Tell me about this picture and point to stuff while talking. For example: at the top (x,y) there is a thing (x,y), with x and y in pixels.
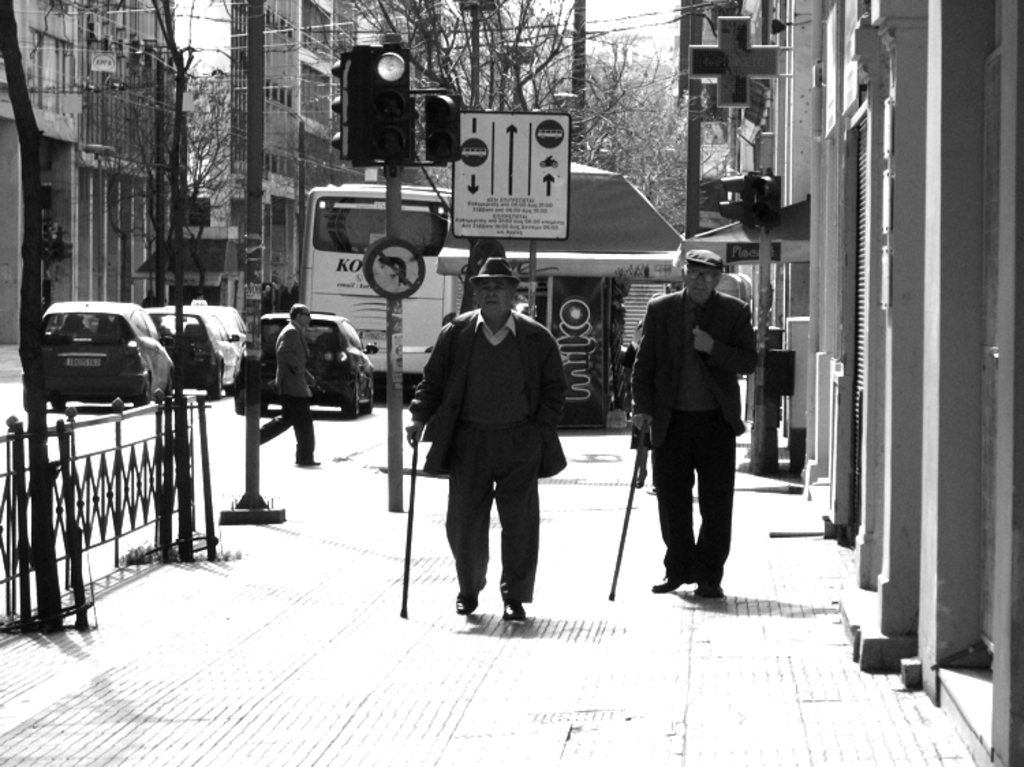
It looks like a black and white picture. We can see there are three people (550,344) walking on the walkway (576,478). There are two people (510,487) holding the sticks (634,476). On the left side of the people (470,530) there are iron grilles (140,472). Behind the two people (472,394) there are poles (391,385) with boards (399,275), cables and traffic signals (407,149). Behind the poles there are vehicles (241,319) on the road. On the left side of the vehicles (327,278) there are trees (189,133) and buildings (8,152).
